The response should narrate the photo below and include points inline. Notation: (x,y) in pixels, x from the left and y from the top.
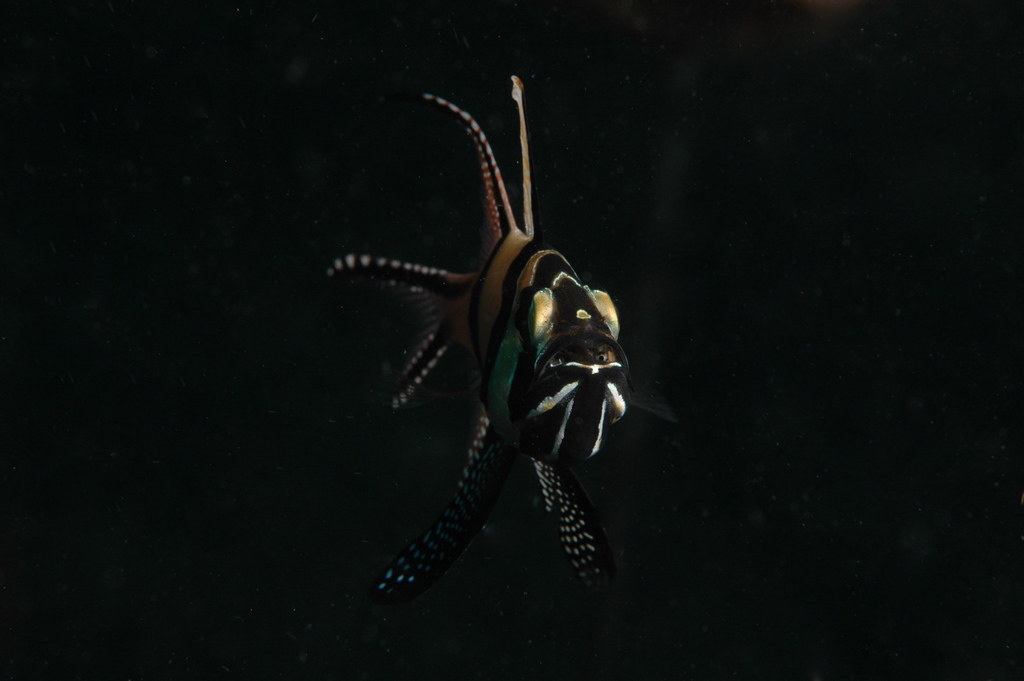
There is a fish (563,365) in water (587,481) and the background (190,125) is black in color.
